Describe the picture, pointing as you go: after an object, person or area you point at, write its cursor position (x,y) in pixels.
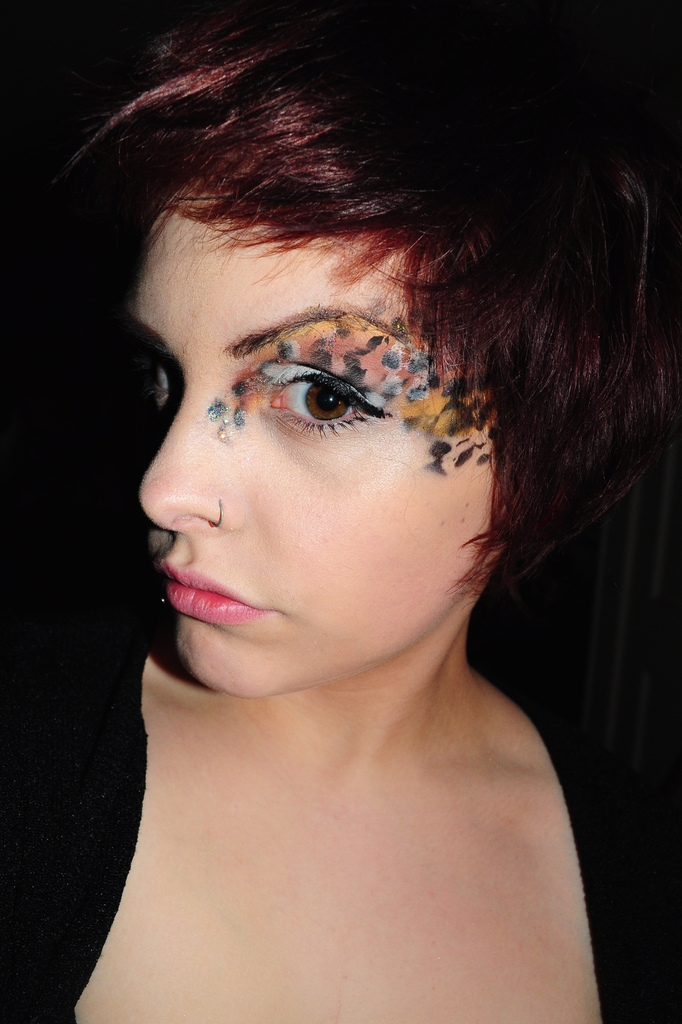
In this image, we can see a woman (317,867) in black dress (7,789) is seeing and wearing a nose ring (222,515).
